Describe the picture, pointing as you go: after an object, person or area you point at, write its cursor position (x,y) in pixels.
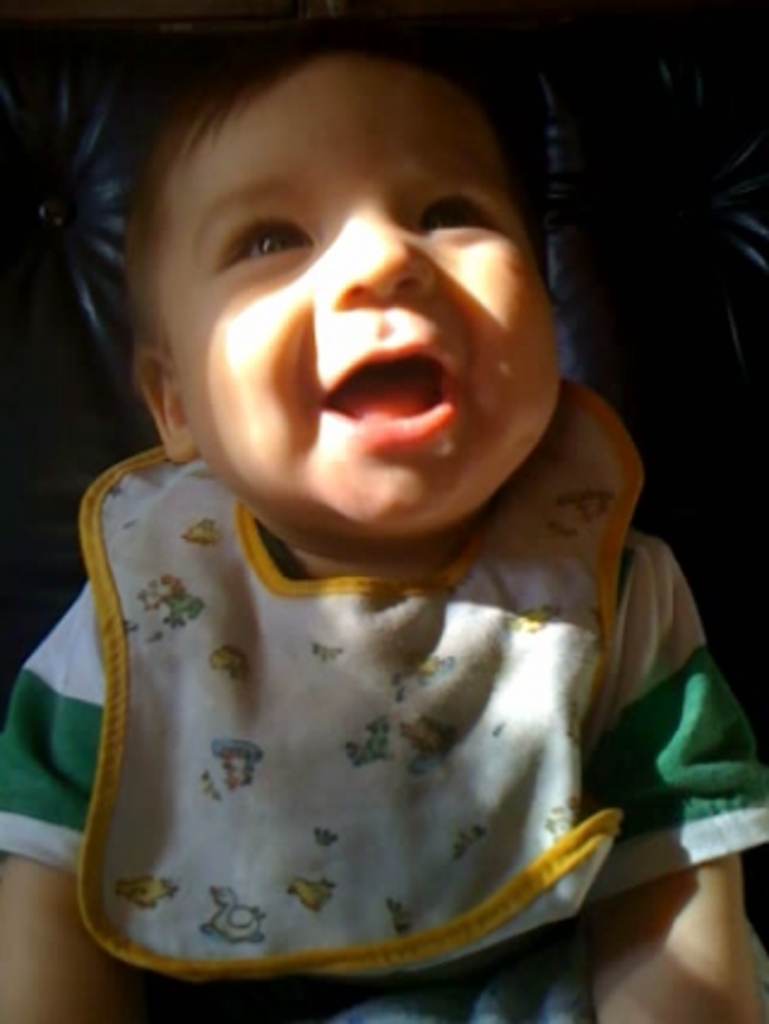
As we can see in the image there is a child (335,487) wearing green color shirt (29,671).
